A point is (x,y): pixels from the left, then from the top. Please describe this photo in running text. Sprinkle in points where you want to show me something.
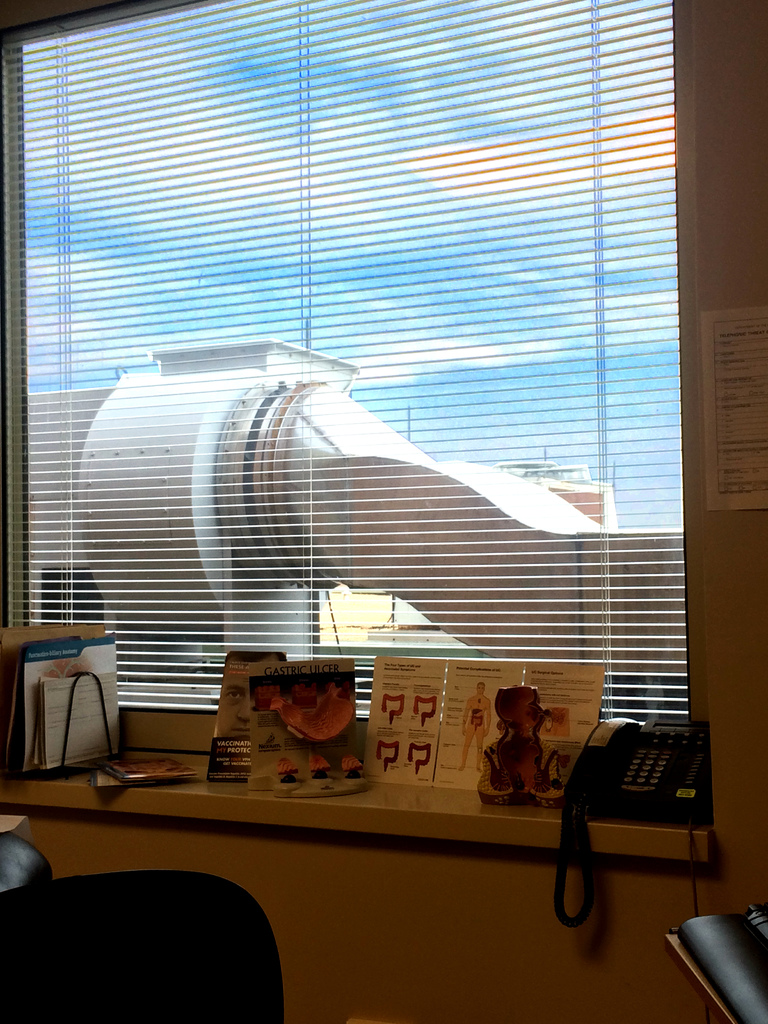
Here in this picture we can see a window (655,50) covered with window flaps (262,622) and outside we can see AC ducts (519,496) and we can also see clouds (324,225) in the sky (415,208) and inside the room (407,830) we can see a telephone (578,788), a statue (508,743) and some books (269,730) and papers (109,716) present over there and on the left side (241,931) we can see a chair (221,877) present and right side (728,462) on the wall (260,886) we can see poster (760,431) present over there.
